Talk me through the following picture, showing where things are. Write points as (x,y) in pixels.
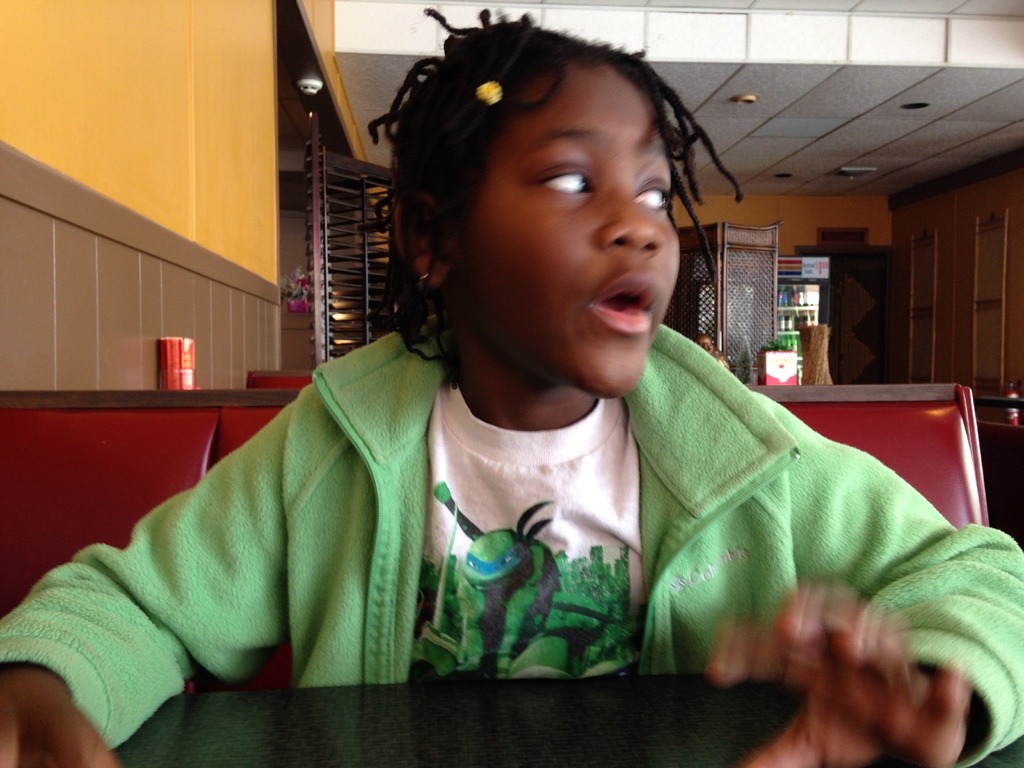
In this image, we can see a kid (765,496) wearing clothes (443,475) and sitting in front of the table (627,681). There is a ceiling (358,77) at the top of the image (374,83).
